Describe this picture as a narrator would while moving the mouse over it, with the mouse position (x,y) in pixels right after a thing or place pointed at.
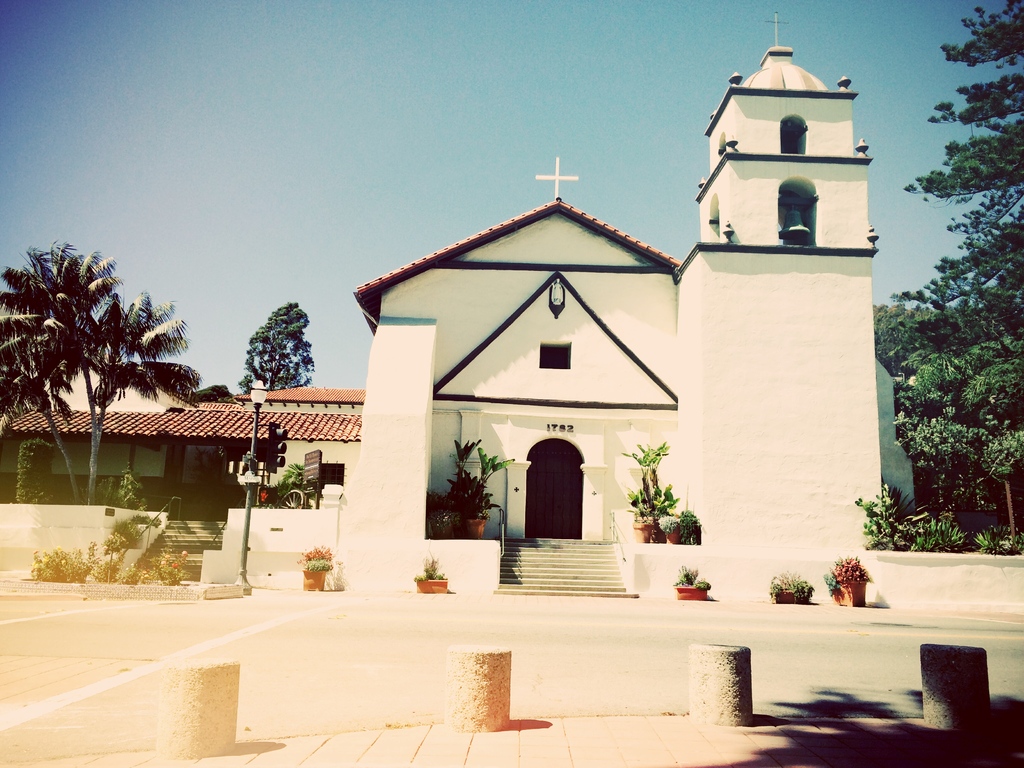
In this picture we can see the church (828,382). In front of the door (546,494) we can see the plants (658,480) and stairs (557,579). At the top of the building (537,230) we can see the cross marks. On the left (335,445) we can see the building (312,413). In front of the building (277,408) we can see stairs (207,527) and street light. On the right (936,323) we can see many trees (916,373). At the top (420,48) there is a sky (398,57).
